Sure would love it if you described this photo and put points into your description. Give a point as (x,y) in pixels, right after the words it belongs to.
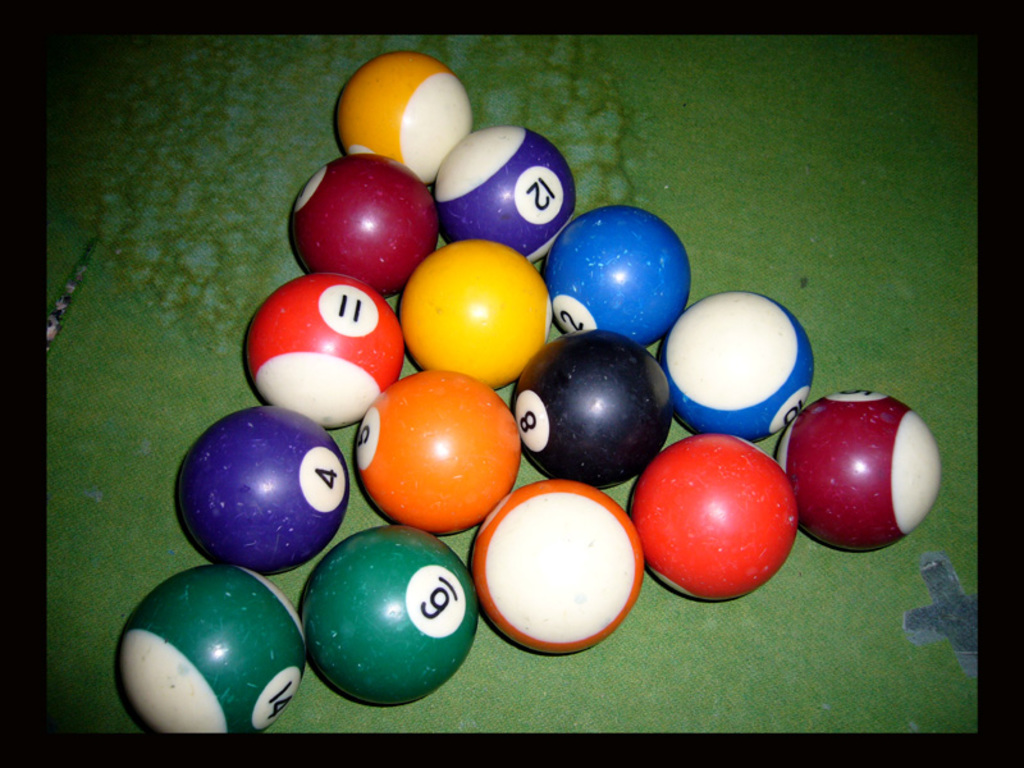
In this image we can see balls (378,487) are arranged in a triangular shape.
